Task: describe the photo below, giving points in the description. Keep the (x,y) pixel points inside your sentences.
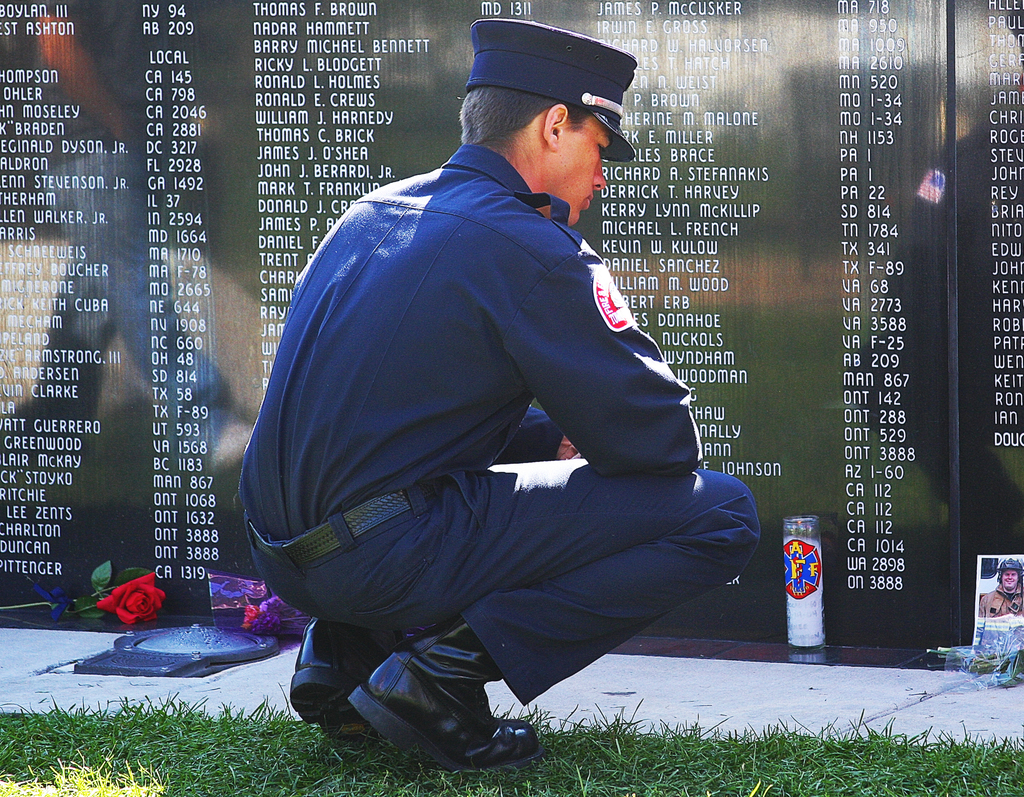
In this picture we can see a man (421,300) with a cap (557,96) is in squat position. In front of the man (464,542) there is a flower (148,590), photo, glass bottle (798,582) and a black wall (897,121) and on the board (53,206) it is written something.
